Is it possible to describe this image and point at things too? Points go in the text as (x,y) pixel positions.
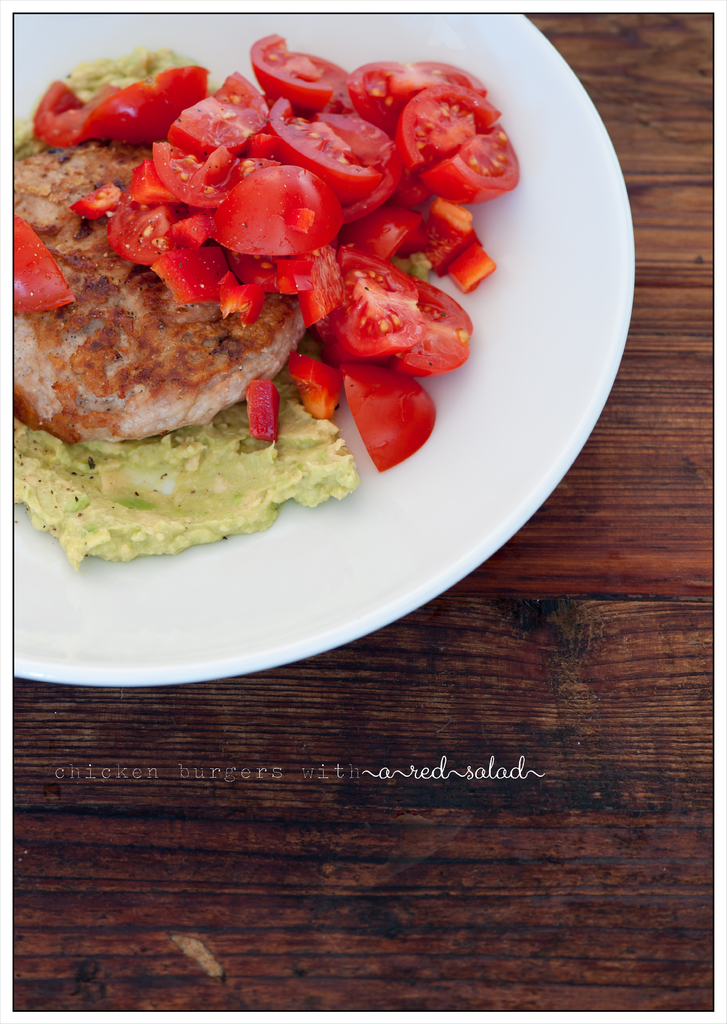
There are tomato pieces (328,184) and other food items (237,374) in a white color plate (346,501).
